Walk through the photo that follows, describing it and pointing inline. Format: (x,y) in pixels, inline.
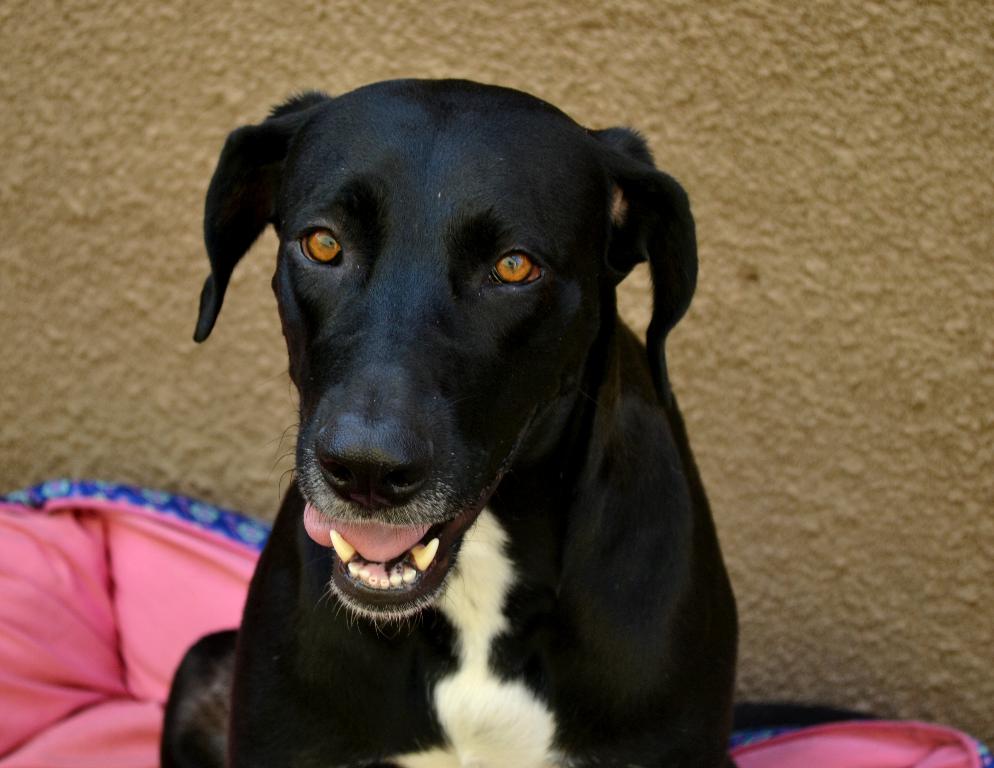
In this image we can see a dog (529,416) and pink color object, in the background (806,195) there is a wall (770,354).
